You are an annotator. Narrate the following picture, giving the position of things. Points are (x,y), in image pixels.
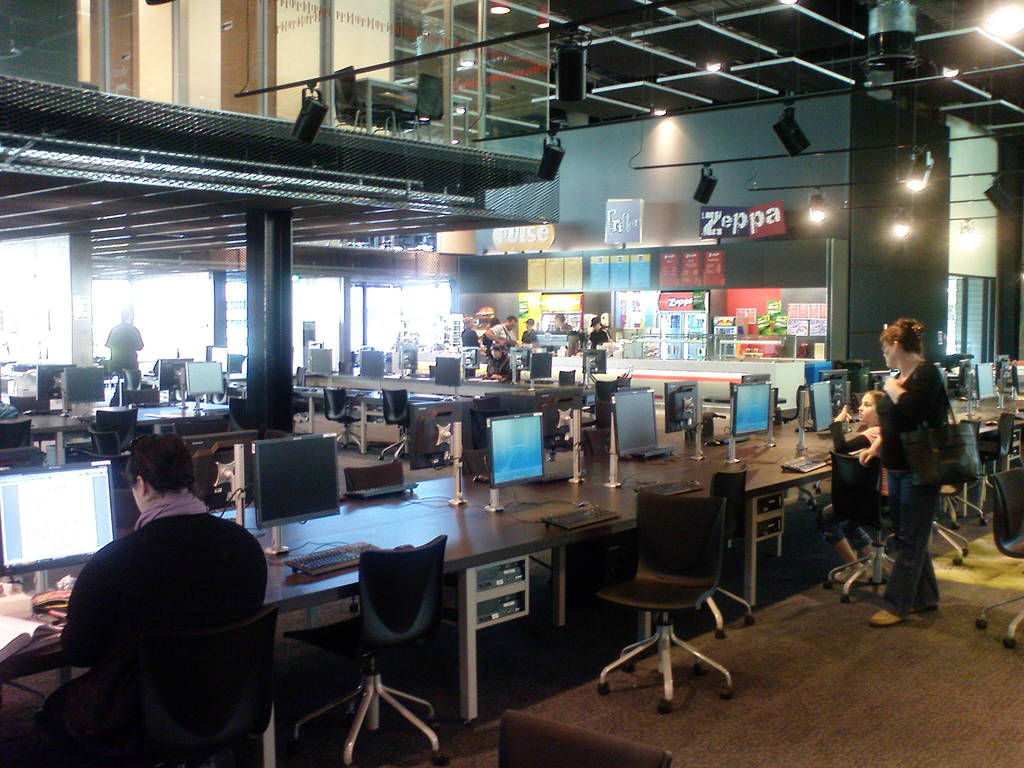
As we can see in the image there are chairs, tables (252,519) and on tables (574,483) there are few monitors (446,407) and there are few people (878,402) standing here and there.
